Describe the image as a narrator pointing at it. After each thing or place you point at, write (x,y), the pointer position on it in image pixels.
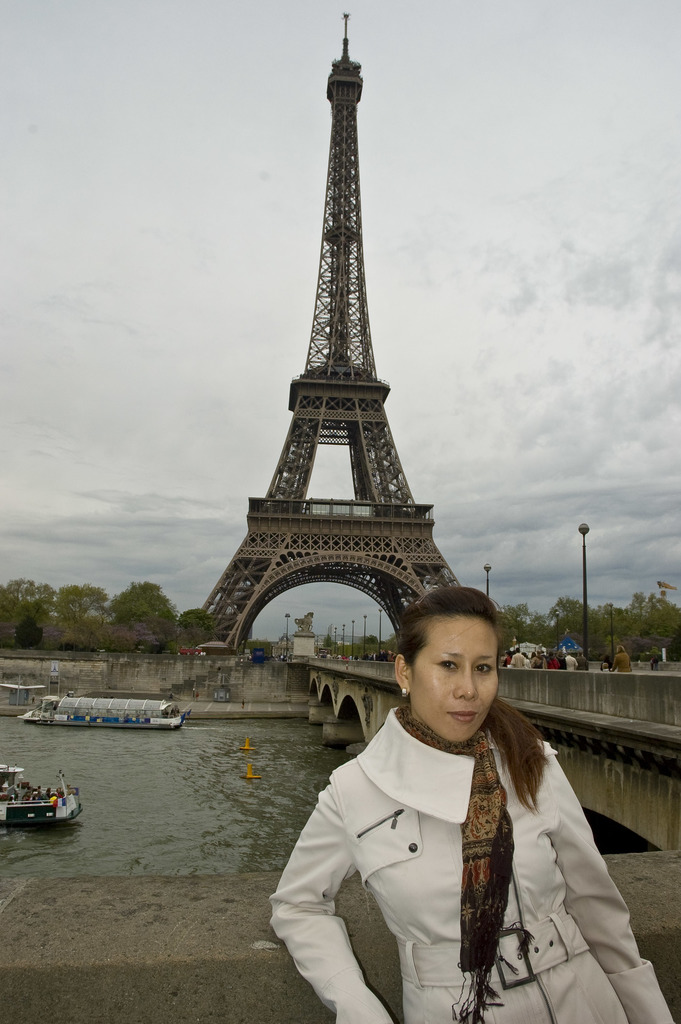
In this picture I can see a woman (370,846) standing in front (444,972) and I see that she is wearing white color dress (467,805). In the middle of this picture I can see the water (132,780) on which there are few boats (91,716) and on the right side (658,698) I can see a bridge (607,805) and I see number of light poles (365,648) and few people (390,661). In the background (625,634) I see number of trees (573,607), the Eiffel Tower (311,578) and the sky (168,423).
